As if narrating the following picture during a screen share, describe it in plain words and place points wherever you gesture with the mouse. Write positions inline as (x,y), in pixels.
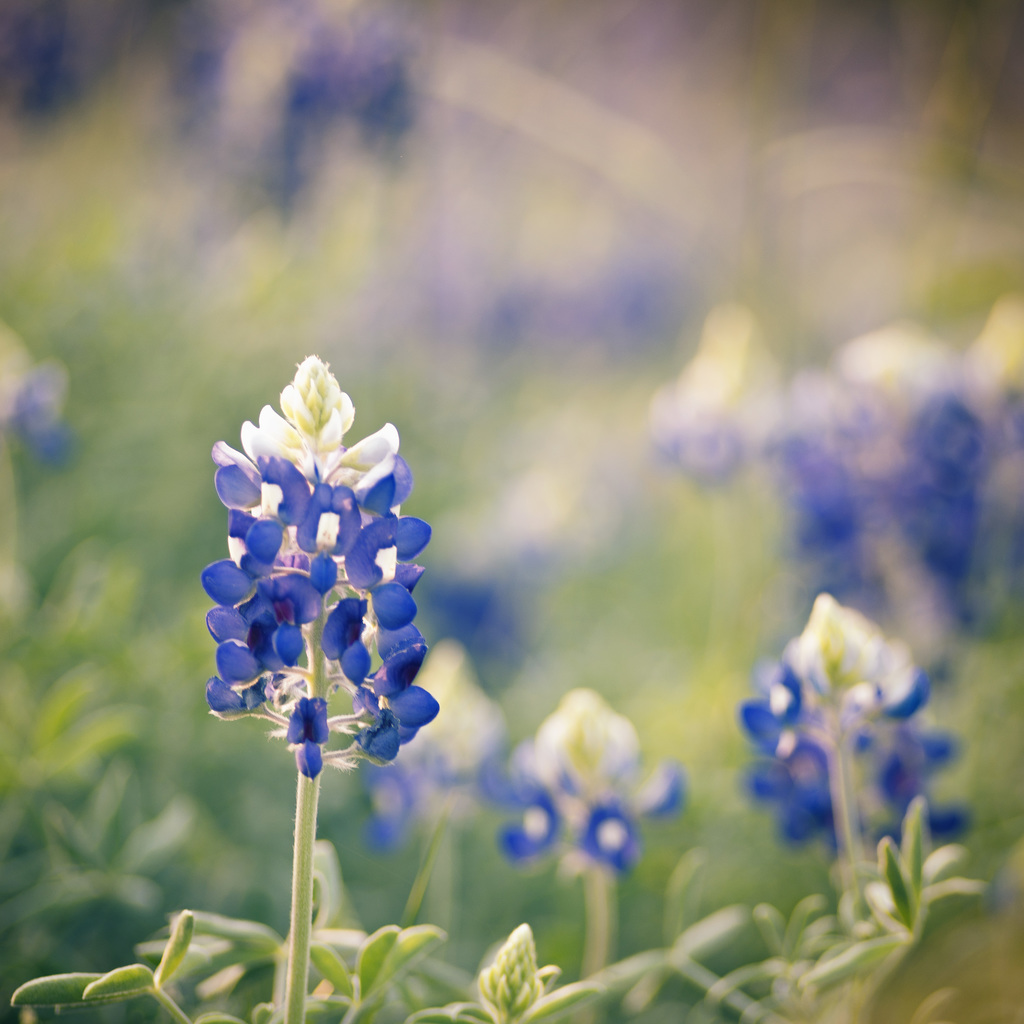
In this picture we can see a few flowers (534,792), bud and leaves (189,925). Background (439,988) is blurry.
